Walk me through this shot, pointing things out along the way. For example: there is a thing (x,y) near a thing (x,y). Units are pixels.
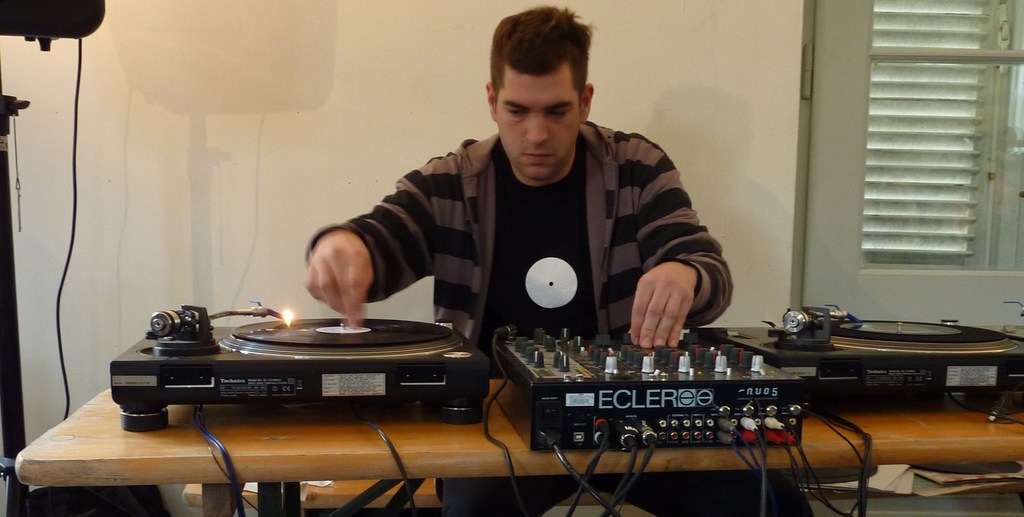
In this picture there is a man (659,158) sitting on the chair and has a table (75,455) in front of him with some music mixers (722,359) placed and different knobs (598,354) and different cables (730,440) connected and in the backdrop (172,83) this the wall (231,185) and onto the right there is a window (908,166).
